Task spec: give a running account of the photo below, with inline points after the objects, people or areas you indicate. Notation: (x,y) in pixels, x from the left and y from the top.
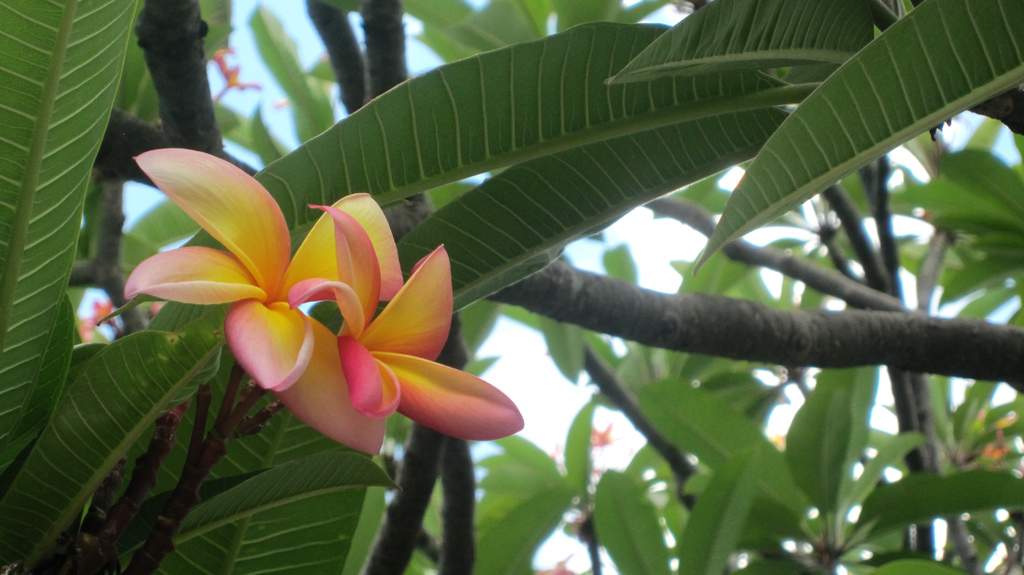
In this picture I can observe a flower (288,347) which is in pink and yellow color to the tree (122,388). In the background (209,55) I can observe trees (625,338) and a sky (532,372).
